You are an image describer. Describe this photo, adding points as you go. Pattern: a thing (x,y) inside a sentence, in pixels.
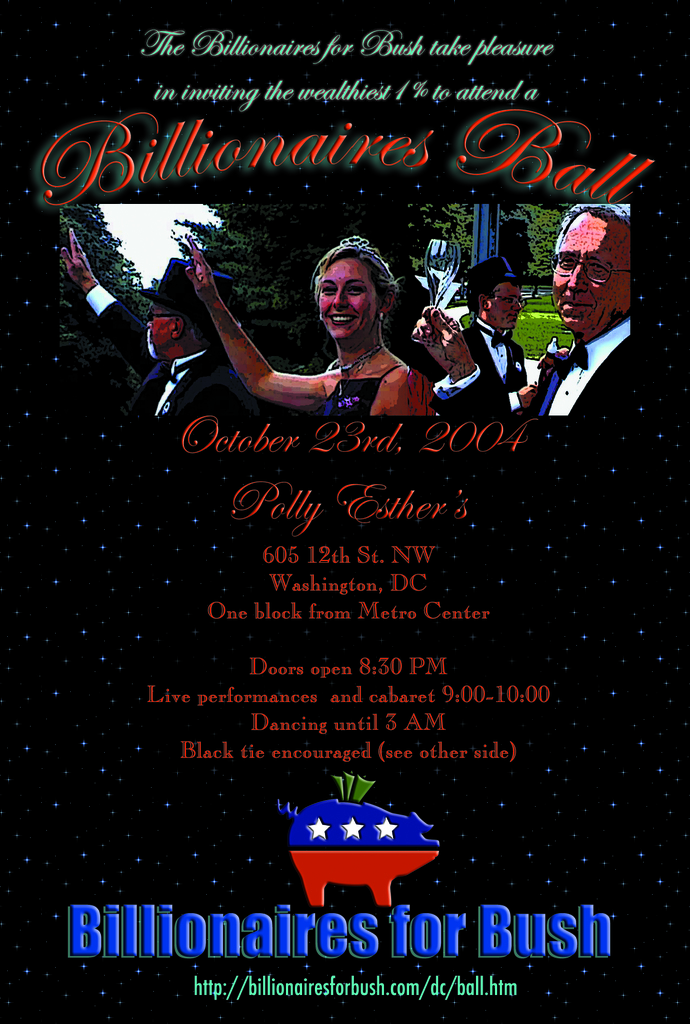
In this image we can see one black poster (348,56) with text (619,169), small dots (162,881) and images (369,839). In this poster (235,642) we can see some people (505,395) with smiling faces (151,350), some trees (503,243), one pole (493,249), one man (603,222) holding a glass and some grass (528,351) on the ground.
